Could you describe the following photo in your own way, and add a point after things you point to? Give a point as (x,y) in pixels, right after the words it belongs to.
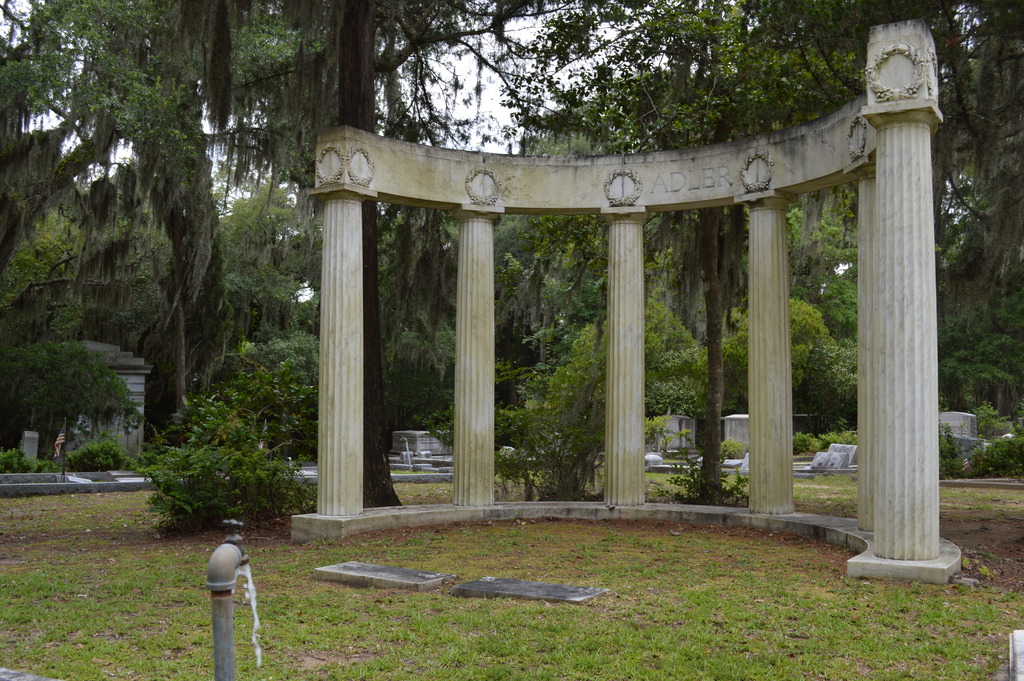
In this image we can see a construction (799,179) with pillars (484,305), trees (384,217), pipeline (217,578), tap (232,564), flag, flag post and sky (443,132).
